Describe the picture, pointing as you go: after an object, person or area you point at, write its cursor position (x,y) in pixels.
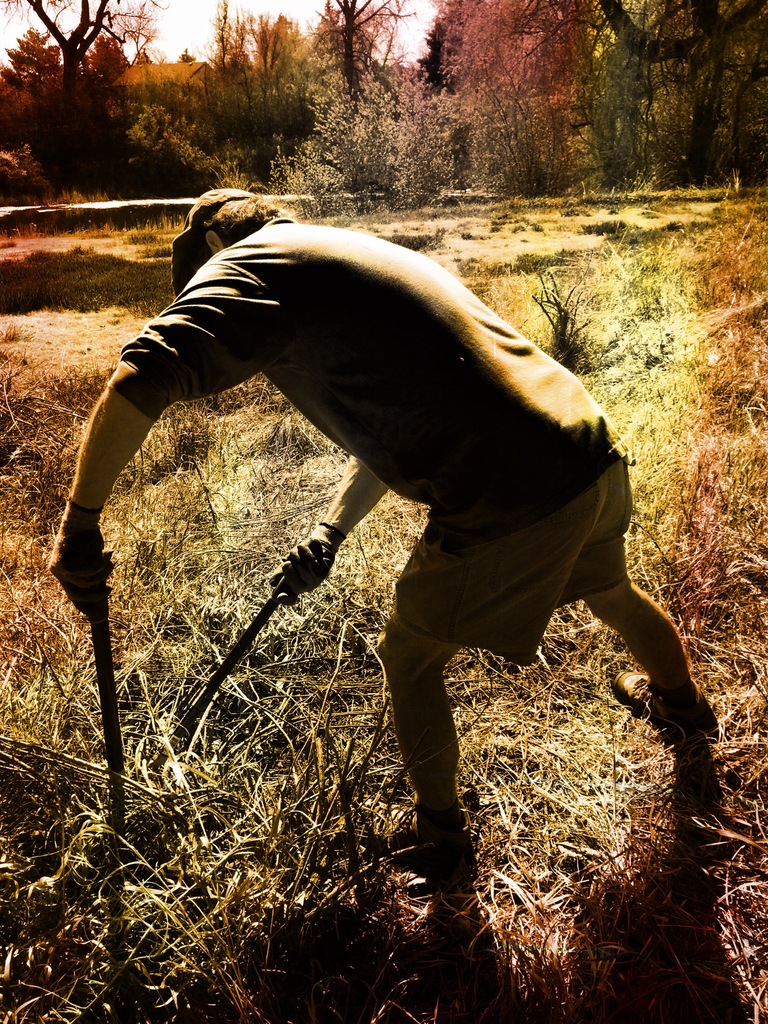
In this image there is a person (305,348) standing on the grass (333,628) by holding two rods (117,749), and there are plants (749,184), trees (716,178), house (207,67), sky (239,8).
